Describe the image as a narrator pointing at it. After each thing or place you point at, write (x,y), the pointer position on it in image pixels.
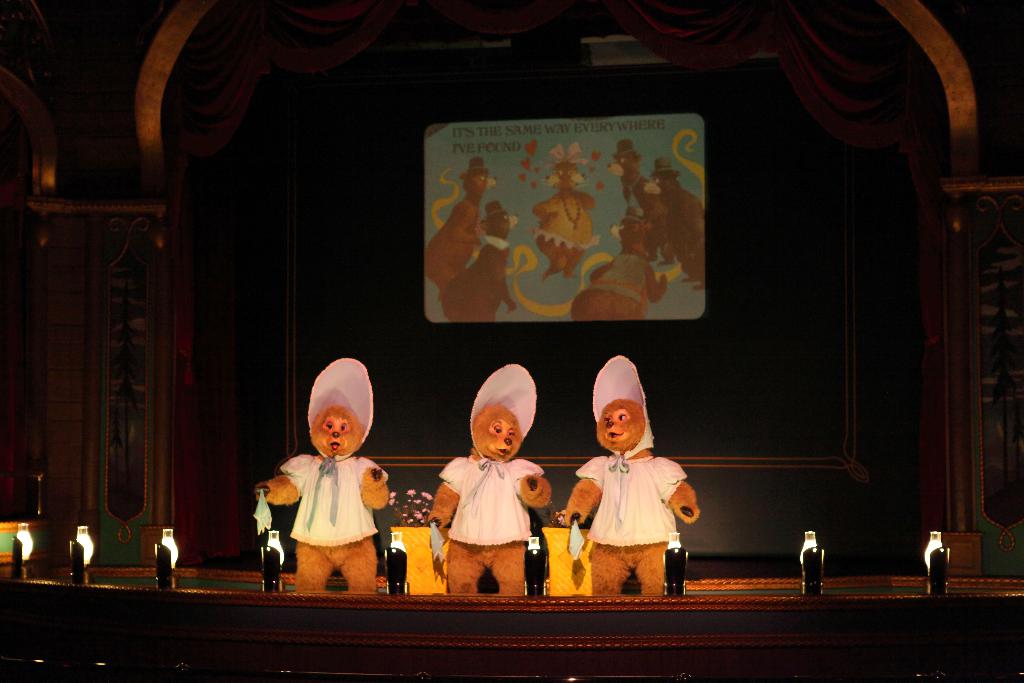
In this image there are three bear figures (365,482) wearing matching costumes (644,510) standing on the stage (697,580). In the background (533,245) there is a screen (456,180) attached to the wall (401,243).
